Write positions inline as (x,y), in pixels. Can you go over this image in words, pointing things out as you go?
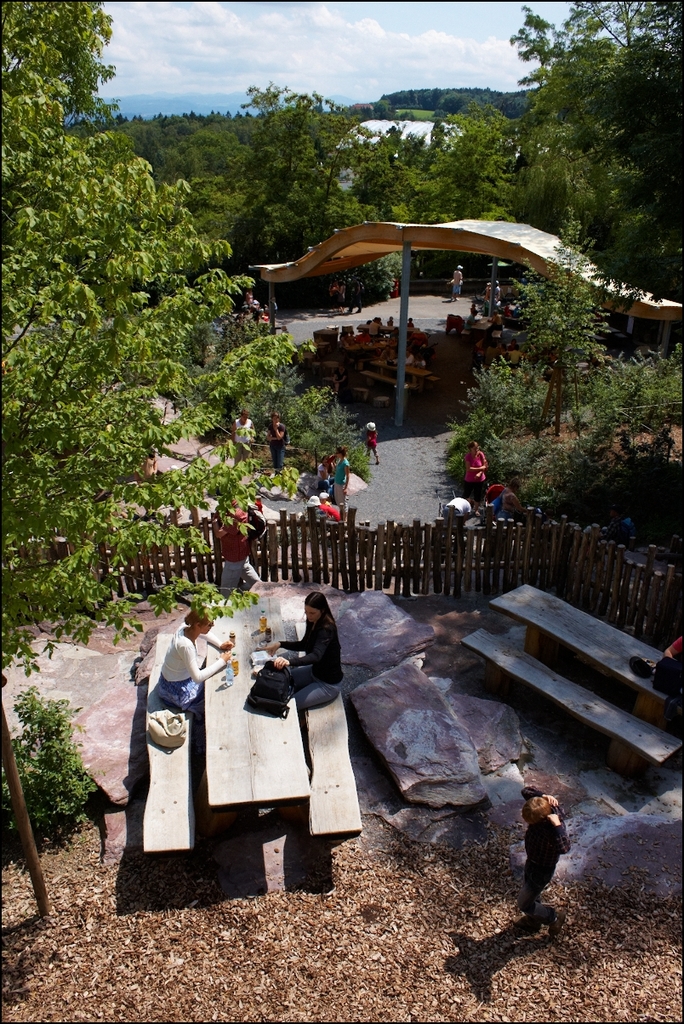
In this image we can see some persons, wooden texture (641,650), wooden fence (651,602), trees (116,495) and other objects (36,642). In the background of the image (374,225) there is a shelter (441,239), persons (342,297), trees (572,310) and other objects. At the top of the image (467,75) there is the sky (462,86). At the bottom of the image (409,980) there are dry leaves (442,967).
